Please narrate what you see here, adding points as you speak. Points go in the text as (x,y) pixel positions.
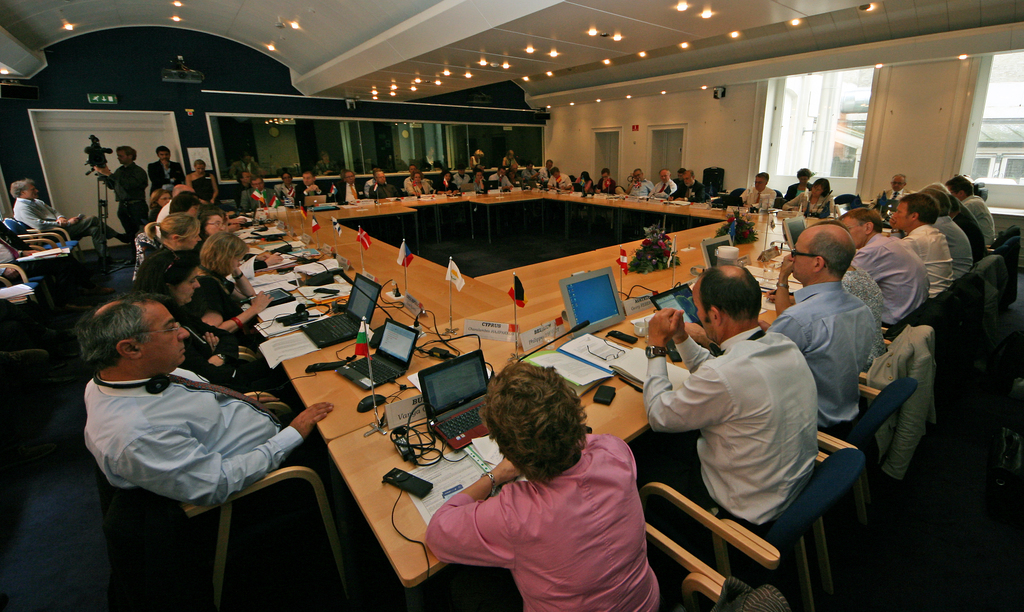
In this picture we can see some people (579,590) sitting on chairs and some people (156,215) are standing and a man (138,181) is holding a camera (105,163). In front of the people (815,244) there are tables (290,278) and on the tables (483,284) there are laptops (357,313), papers (311,290), books (590,366), microphones (332,273), flags (462,281) with standings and other things (409,437). Behind the people (123,333) there is a wall (704,129) with windows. At the top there are ceiling lights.
